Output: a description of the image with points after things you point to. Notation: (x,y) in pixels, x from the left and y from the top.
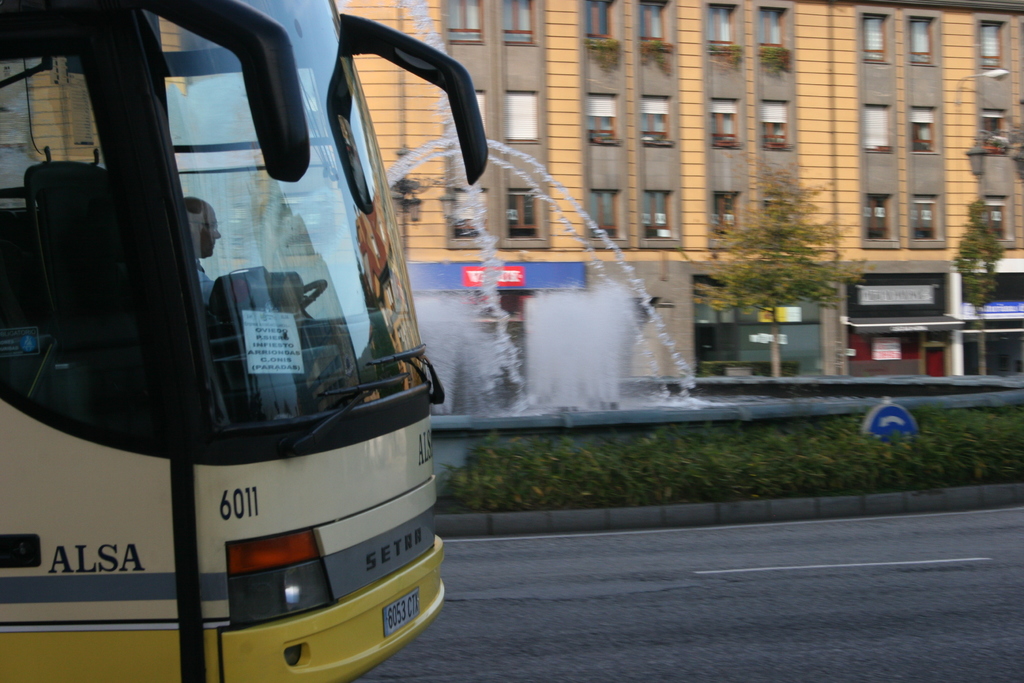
On the left side of the image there is a person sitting on the bus (392,507). In front of the image there is a road (764,604). In the center of the image (525,376) there is a fountain (459,183). There are plants (836,467). In the background of the image (813,282) there are trees (762,260), buildings (795,103).
